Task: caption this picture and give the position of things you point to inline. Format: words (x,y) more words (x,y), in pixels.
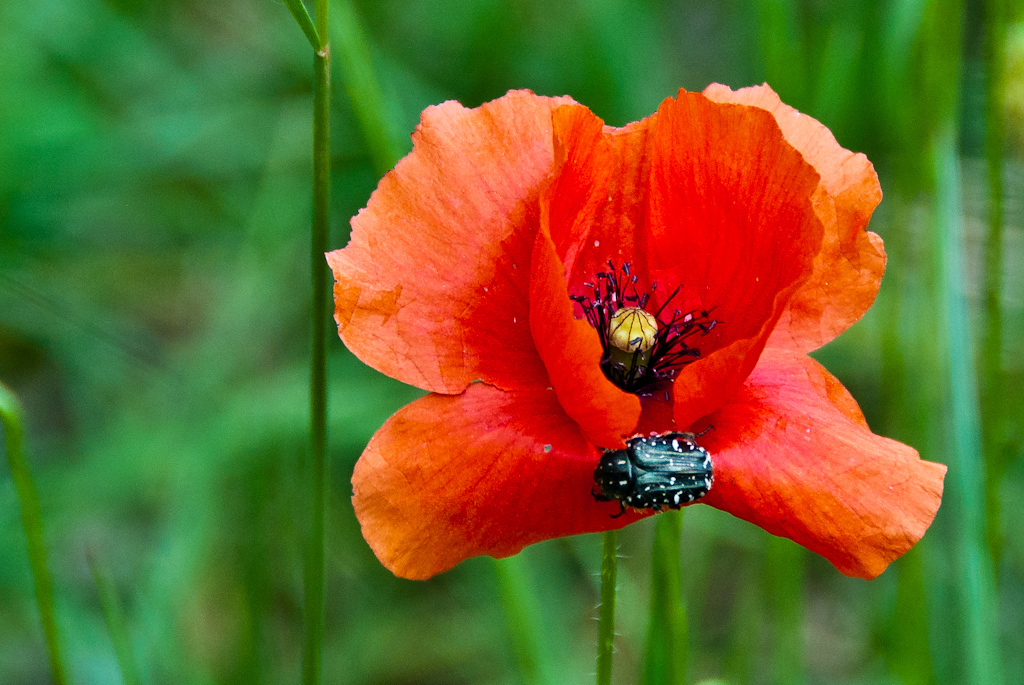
In this picture I can observe red color flower (588,424). There is a black color insect (649,463). In the background (542,568) there are plants (258,227).
